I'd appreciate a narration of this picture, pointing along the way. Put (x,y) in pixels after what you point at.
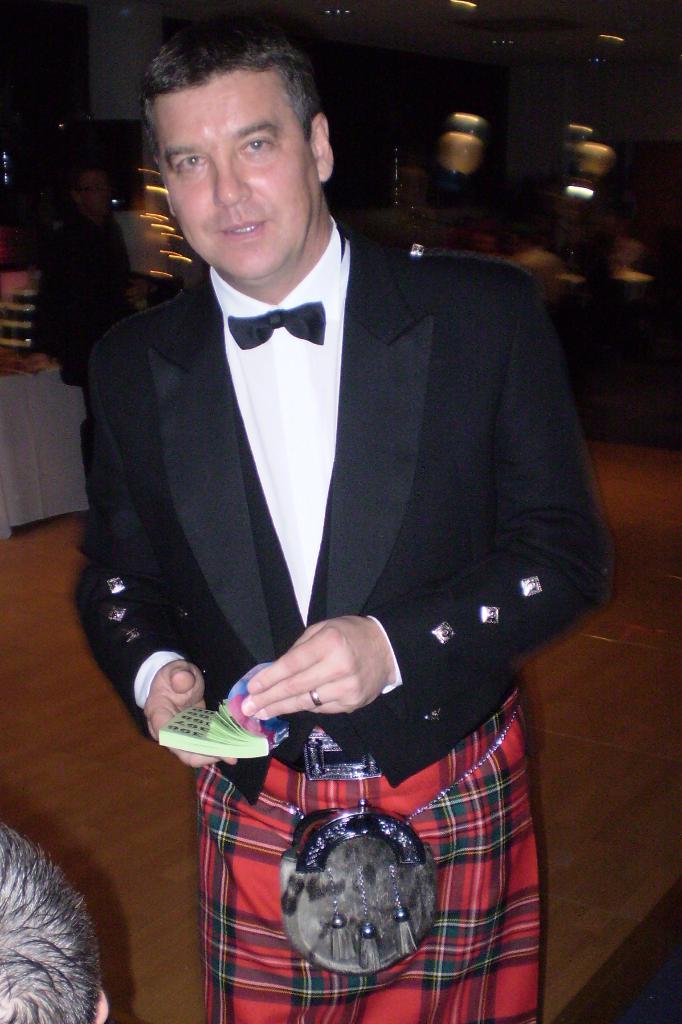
Here in this picture we can see a person (271,612) in a black colored coat (234,604) on him standing on the ground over there and we can see he is holding a book (210,743) in his hand (186,759).
